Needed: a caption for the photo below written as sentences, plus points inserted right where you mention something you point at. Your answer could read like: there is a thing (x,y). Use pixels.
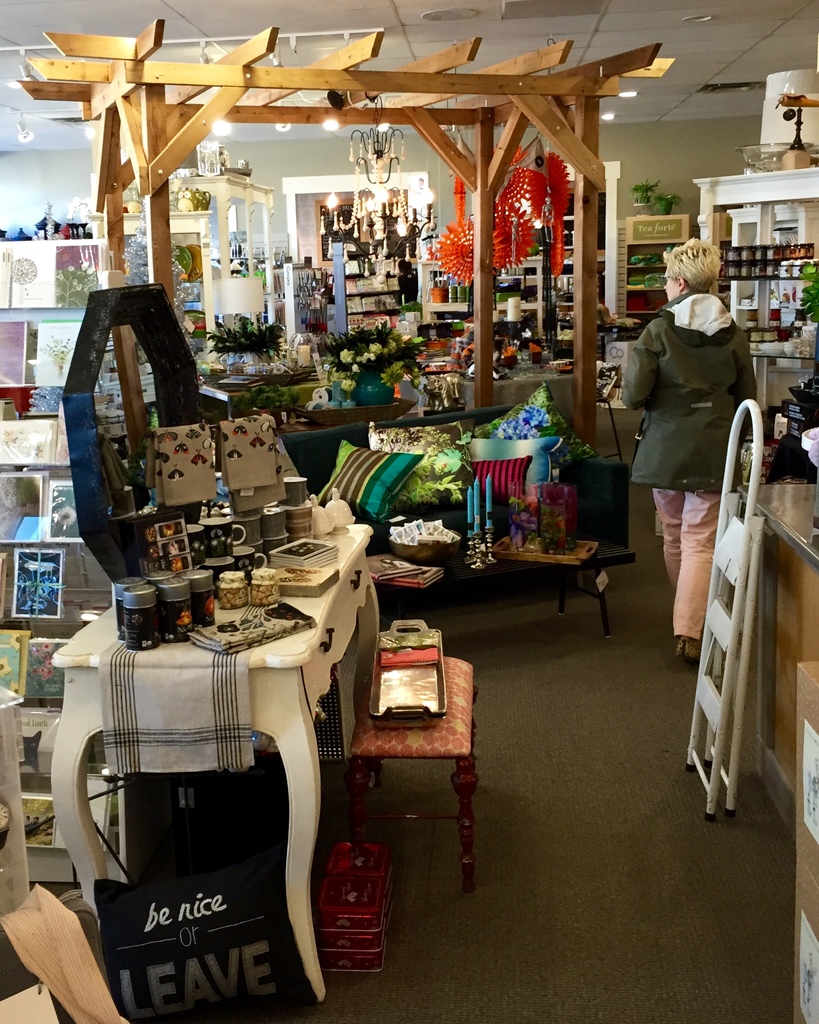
Here we can see a woman (699,325) walking on the floor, and at back (585,559) here is the table (88,809) and some objects (265,597) on it, and here are the pillows (353,492), and here is the chandelier (380,185), and at above here is the roof (452,29).
